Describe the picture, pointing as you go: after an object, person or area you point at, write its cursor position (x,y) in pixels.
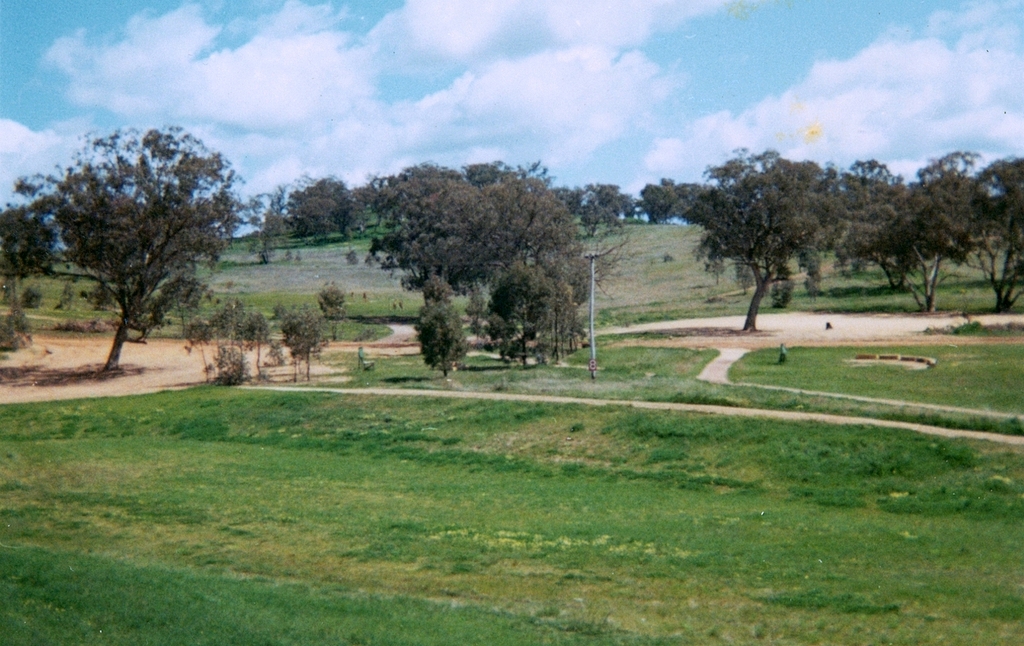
In this image I can see the ground (543,457), some grass (544,447), the road (706,408), a pole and few trees (539,300). In the background (894,253) I can see few trees (601,213) and the sky (506,118).
